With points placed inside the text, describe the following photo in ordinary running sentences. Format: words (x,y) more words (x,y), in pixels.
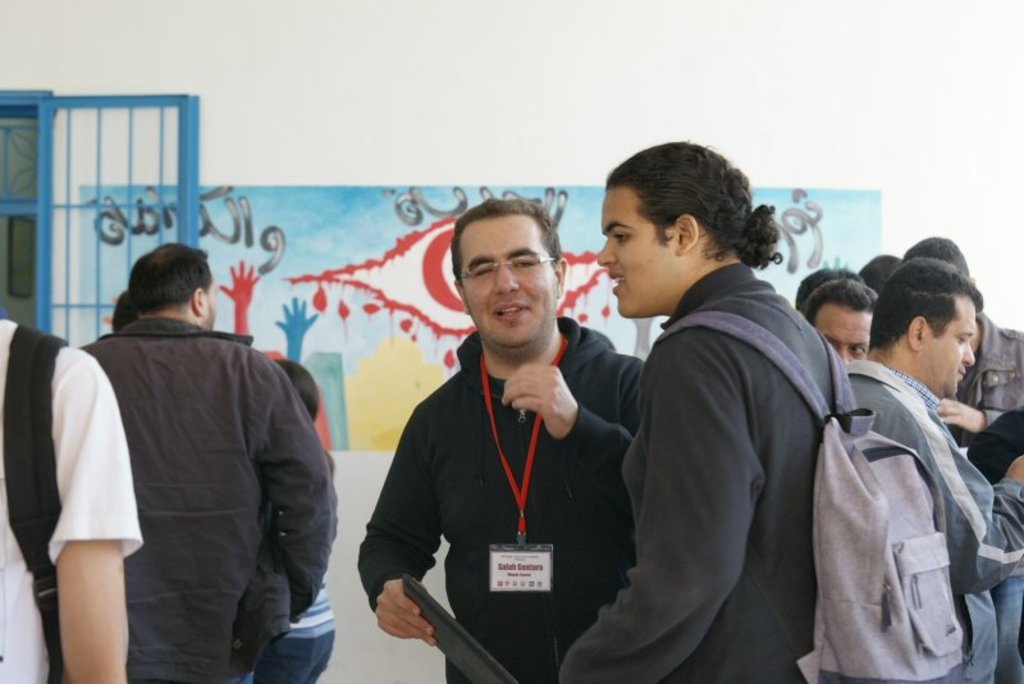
In this image we can see persons (431,485) standing on the floor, painting (364,232) on the wall (449,139) and a window (79,243).
